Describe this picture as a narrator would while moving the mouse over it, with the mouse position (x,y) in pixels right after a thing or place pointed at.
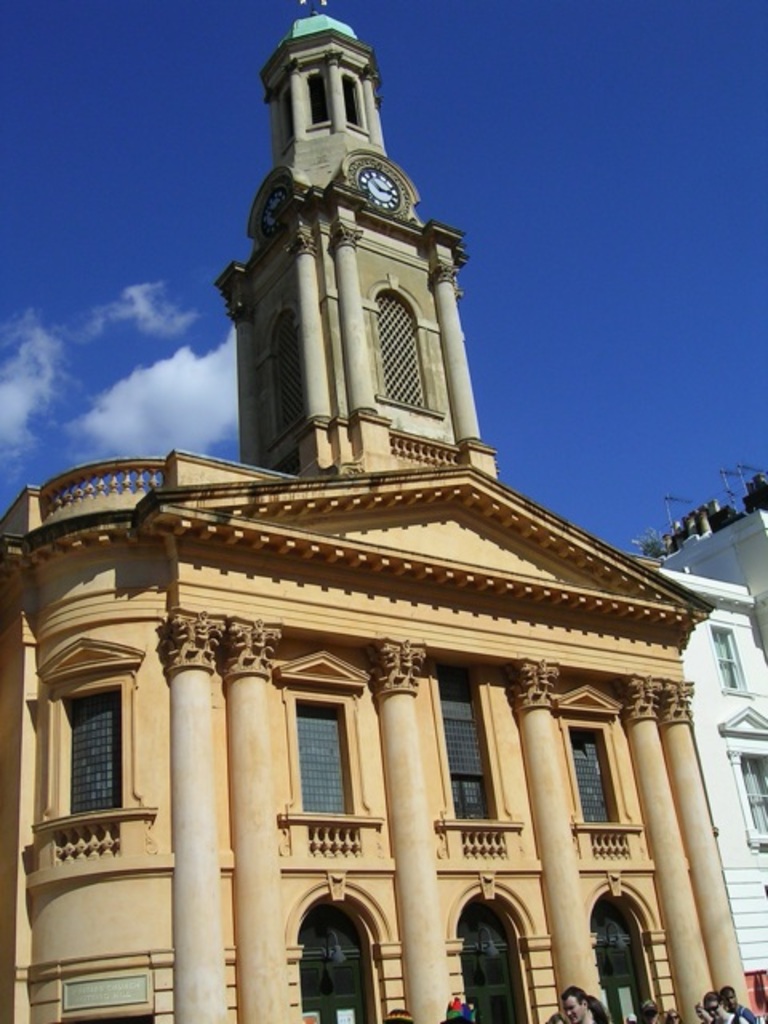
In the foreground (280,776) I can see a building (674,753), crowd (403,1016) and a tower (374,425). In the background (559,392) I can see the blue sky (659,236). This image is taken during a day.
